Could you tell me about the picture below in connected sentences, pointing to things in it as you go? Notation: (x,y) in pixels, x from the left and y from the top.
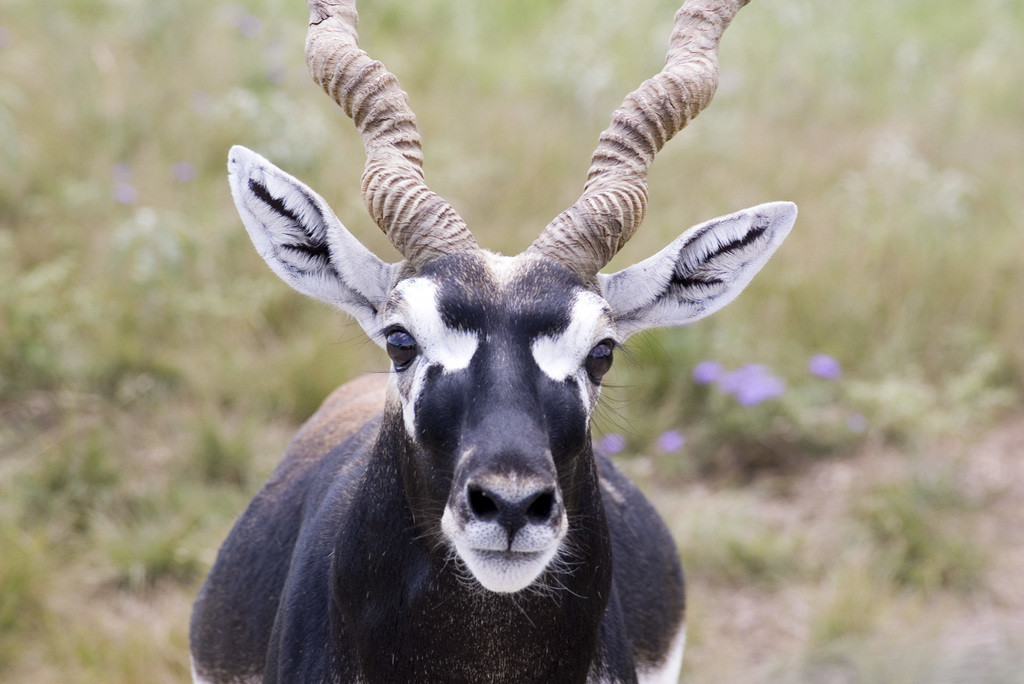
In this image there is an animal (492,403). Background (35,513) there are plants (149,254) on the land (783,571).
